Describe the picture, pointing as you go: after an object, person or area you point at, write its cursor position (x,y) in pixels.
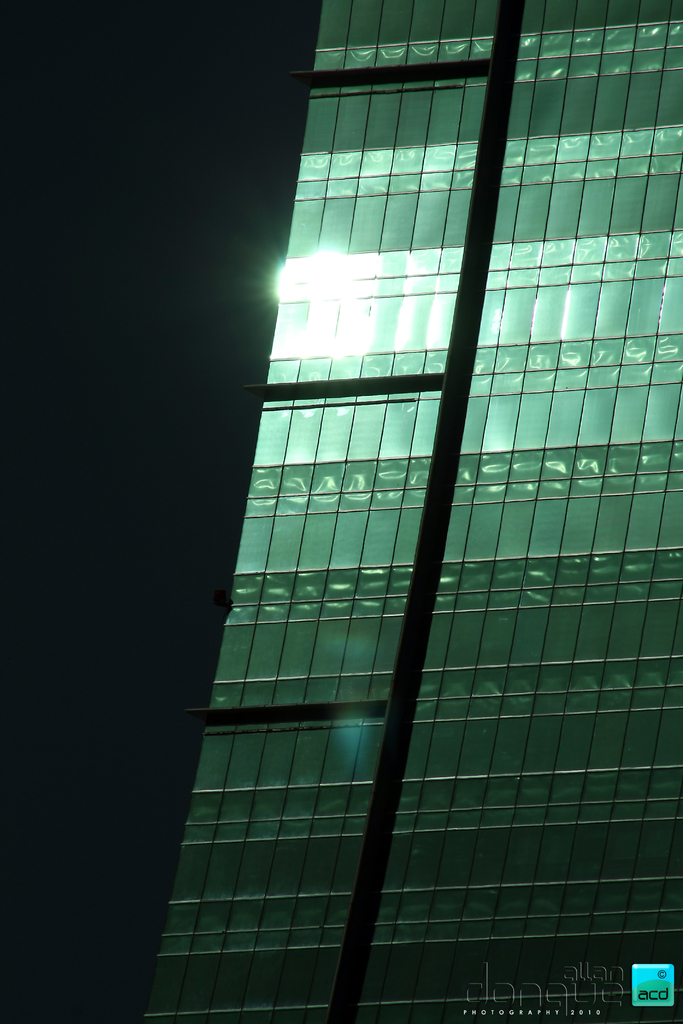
As we can see in the image there is a window (464,622) and light (322,340). The image is little dark.
